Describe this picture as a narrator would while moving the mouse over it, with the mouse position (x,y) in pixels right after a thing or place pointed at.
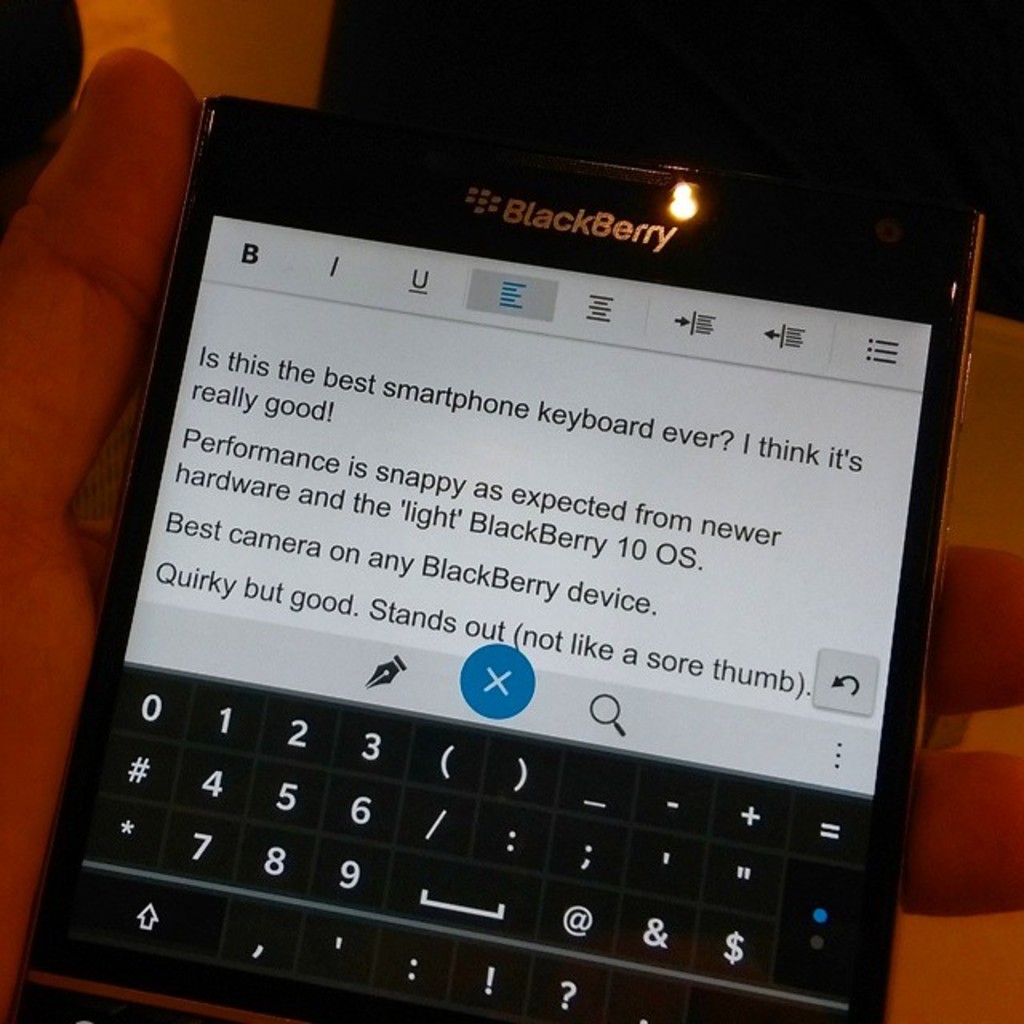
In this image I can see a person's hand (55,554), holding a device (377,596). On this device (274,731) I can see key buttons (302,854) and some text (284,455) on the screen (483,594).
